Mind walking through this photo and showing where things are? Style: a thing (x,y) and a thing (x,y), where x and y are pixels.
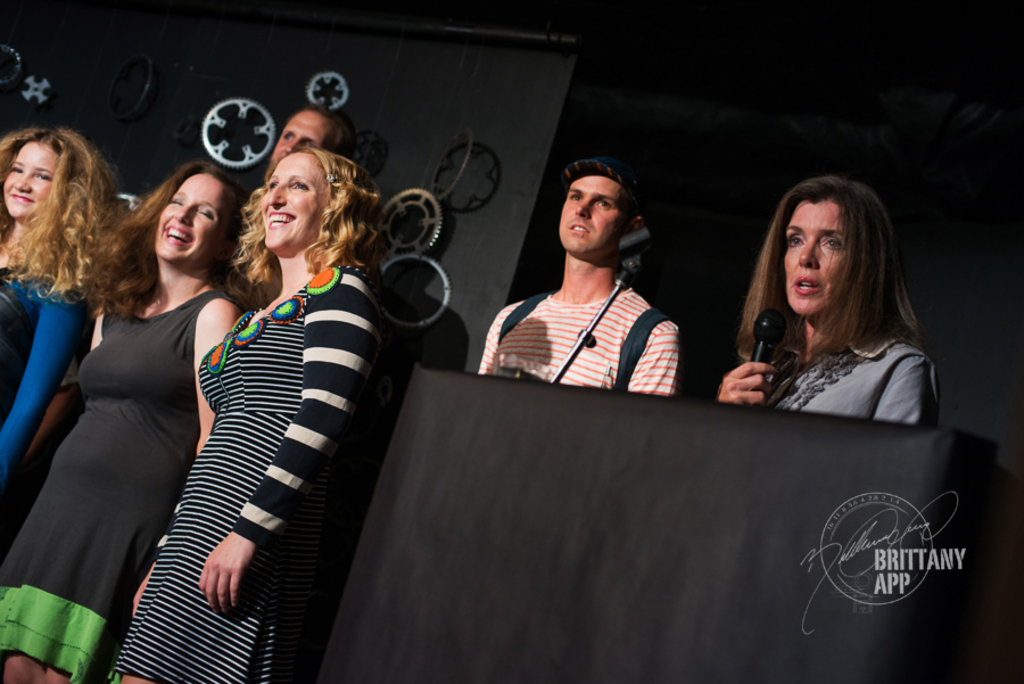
there is a group of people (118,381) standing over here in which one woman (791,296) is talking in a microphone (768,318) and another persons (294,342) are laughing.
